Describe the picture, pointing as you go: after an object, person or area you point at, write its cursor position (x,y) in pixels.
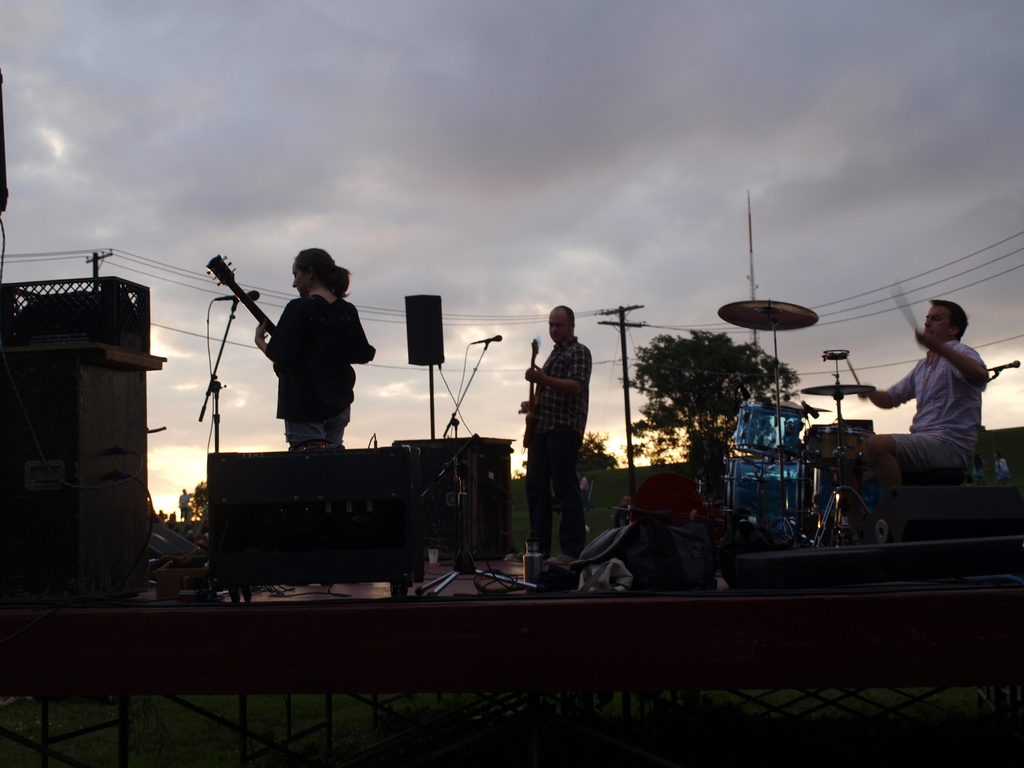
Here in this picture we can see a group of people (331,403) standing on a stage (317,627) and performing, as we can see the person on the right side (874,397) is playing drums (801,468) and the two persons (350,392) in the front (350,392) are playing guitars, with microphones (478,435) in front of them and we can see speakers (406,460) present here and there and we can see electric poles (628,412) present over there and we can see trees (598,462) present here and there and we can also see clouds (526,249) in the sky (674,214).
